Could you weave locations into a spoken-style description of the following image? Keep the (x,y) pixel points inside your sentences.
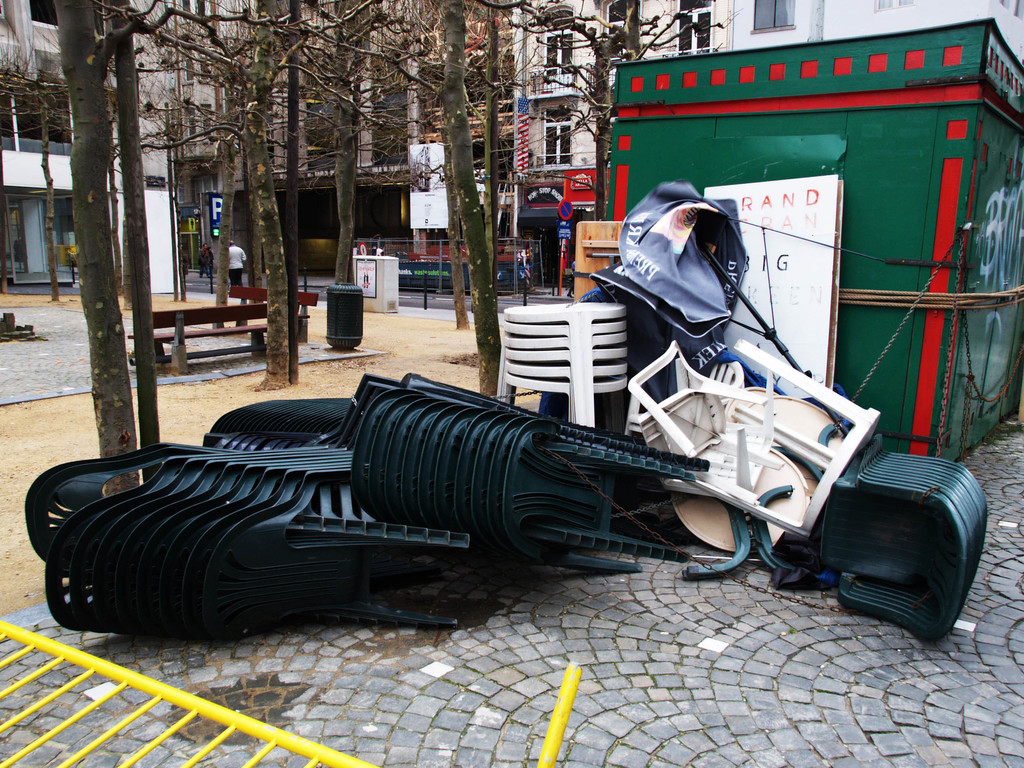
This image consists of many chairs (401,390) kept on the floor (611,707). At the bottom (654,729), there is a floor (570,616). In the background (415,70), we can see buildings (590,177) and trees (123,17). On the right (989,245), there is a cabin (866,222).
